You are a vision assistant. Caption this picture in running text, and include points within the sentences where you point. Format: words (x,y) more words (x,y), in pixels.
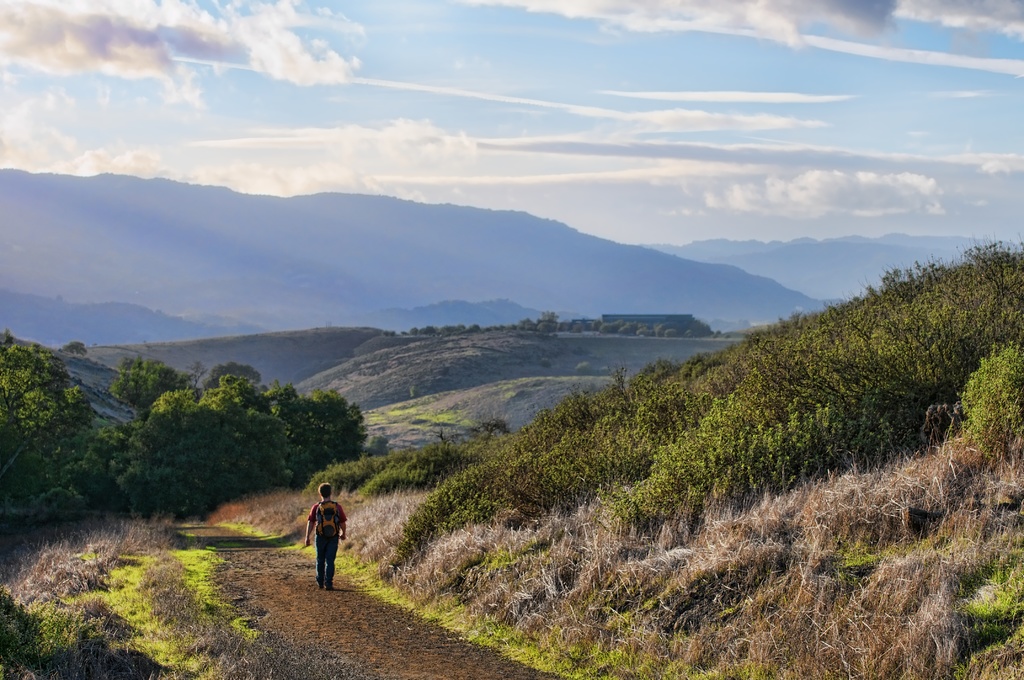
In this picture we can see a man (320,573) carrying a bag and walking on a path (342,593), trees (162,457), mountains (93,403) and in the background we can see the sky (573,191) with clouds (407,142).
